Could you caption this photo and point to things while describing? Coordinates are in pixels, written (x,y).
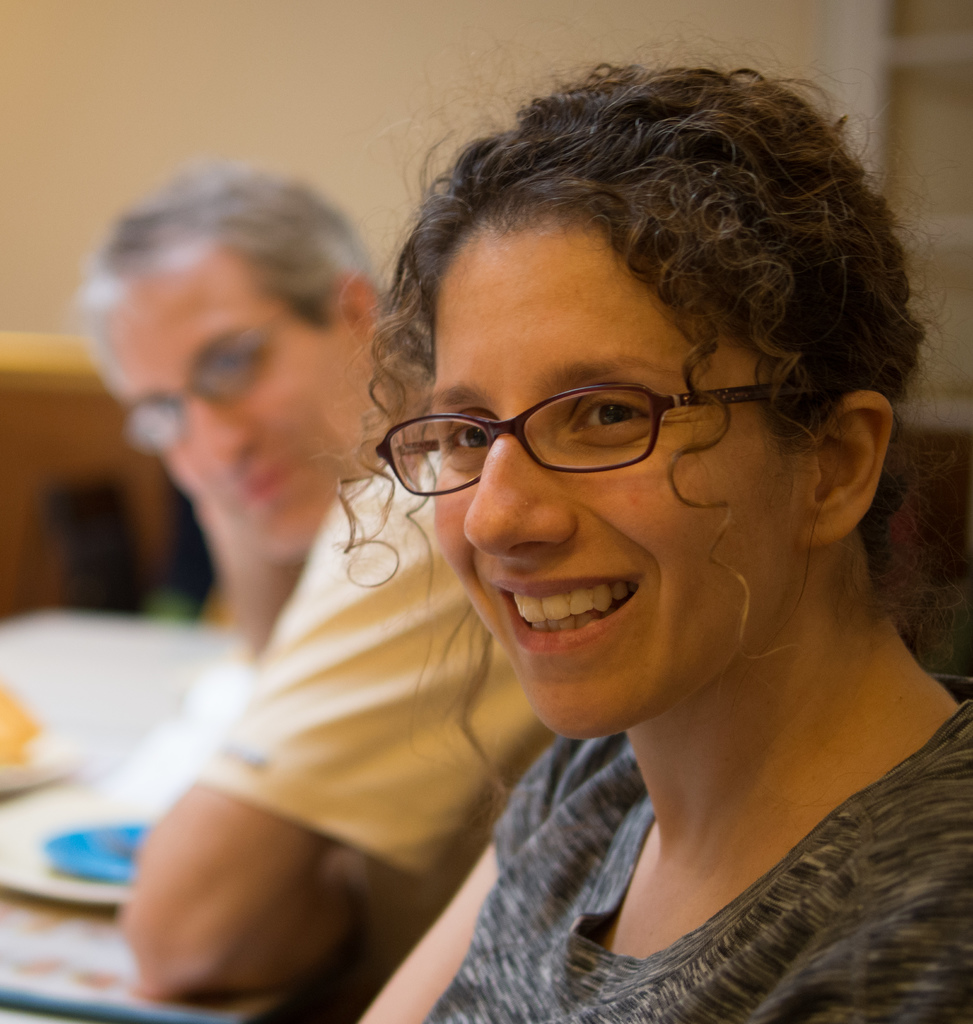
In this image in the foreground (516,898) there is one woman (572,538) who is wearing spectacles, and smiling beside her there is one man (347,645) who is sitting in front of them there is a table (102,701). On the table (146,648) there is a plate (55,814) and some objects (25,737), in the background (95,244) there is a wall (456,100) and a window (884,110).
